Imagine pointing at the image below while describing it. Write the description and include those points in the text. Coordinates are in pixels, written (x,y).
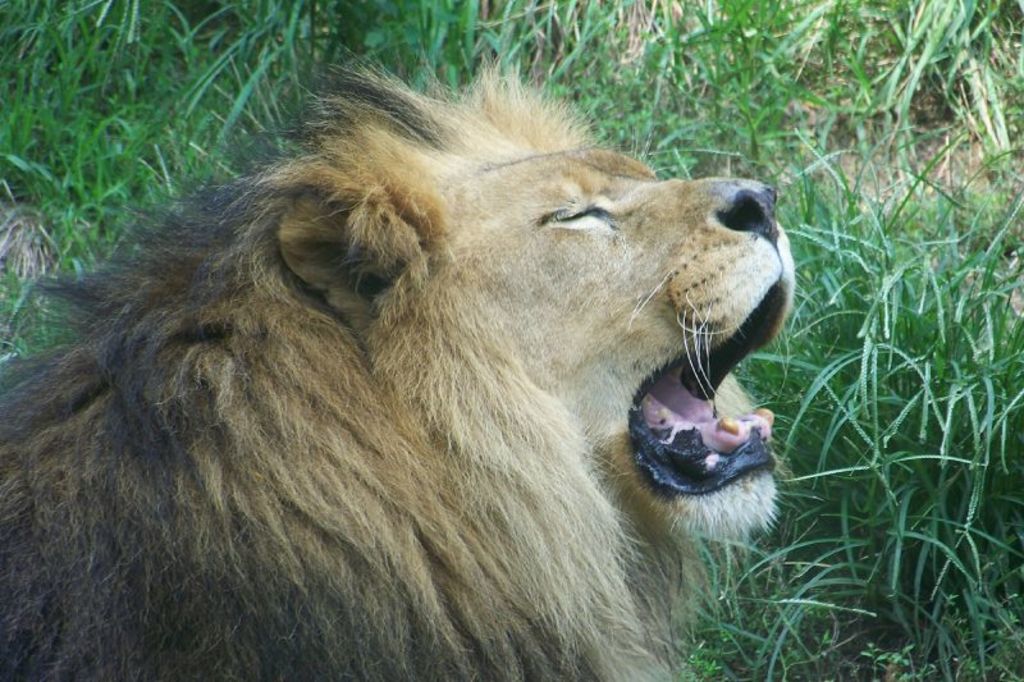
In this image there is a lion (422,461) which opened its mouth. At the bottom (871,558) there is grass (925,398).
